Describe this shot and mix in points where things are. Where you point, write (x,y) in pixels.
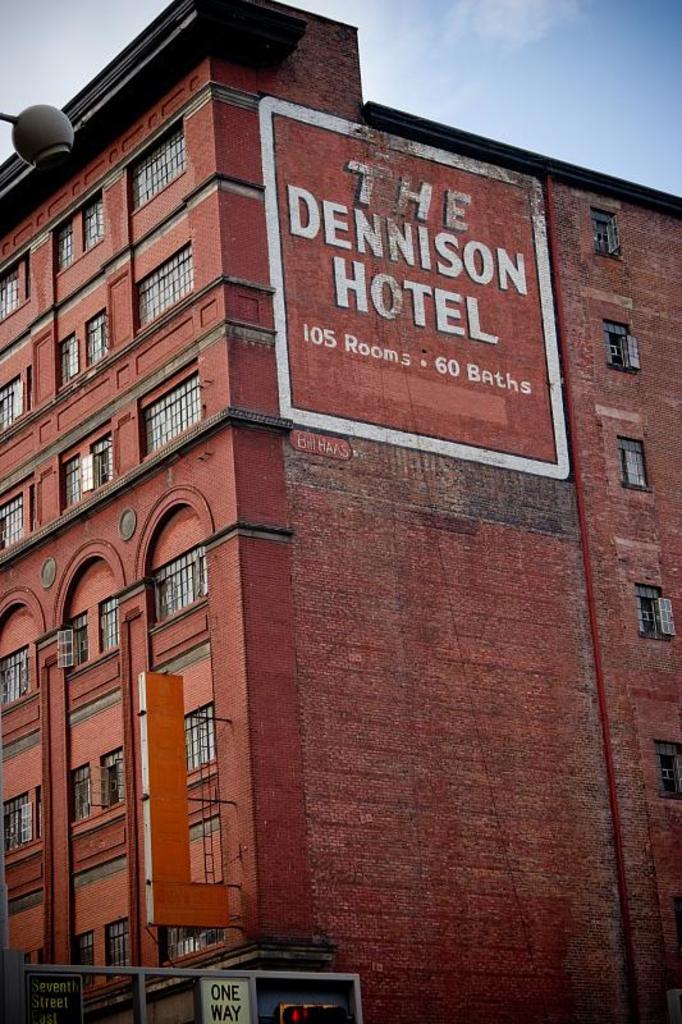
In this image we can see a building (162,991), boards (78,999), traffic signal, and an object (48,112). Here we can see something is written on the wall (401,664). In the background (433,80) there is sky (451,71) with clouds (433,80).
